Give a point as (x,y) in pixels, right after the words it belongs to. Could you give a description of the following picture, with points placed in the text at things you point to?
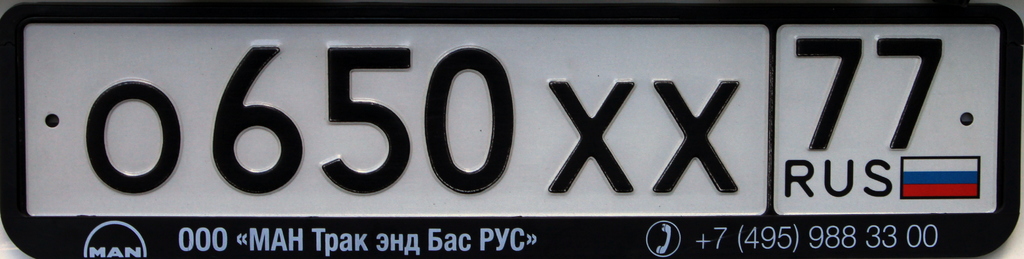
In this image we can see the number plate board (795,41) of a vehicle (316,24). Here we can see the flag (951,185) of a country on the number plate board (946,190).
